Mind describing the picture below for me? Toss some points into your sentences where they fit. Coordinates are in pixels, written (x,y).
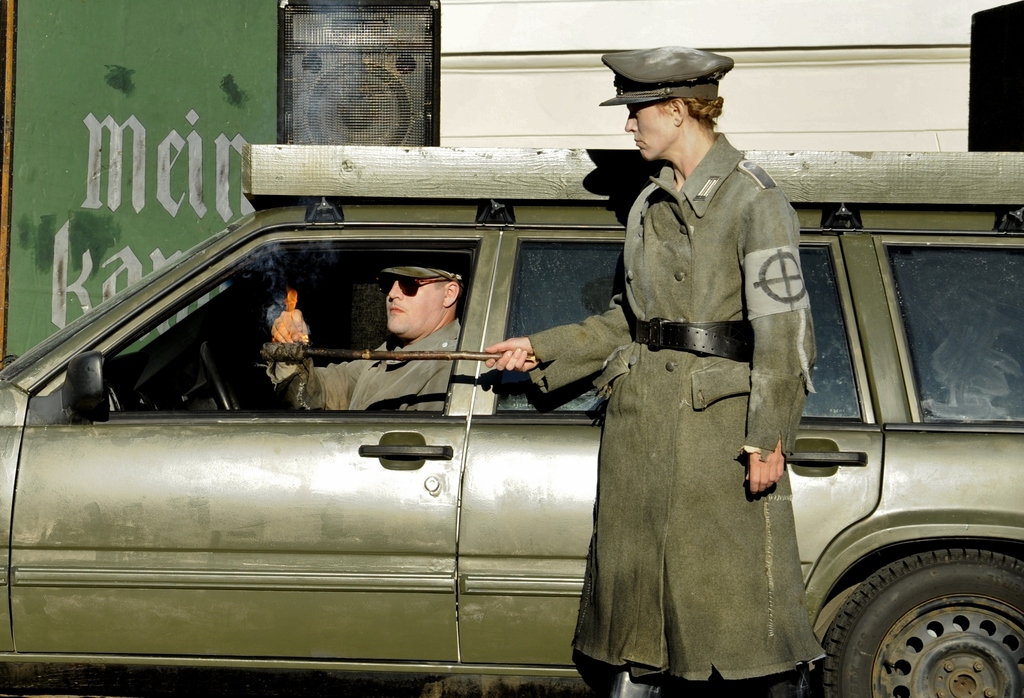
In this picture we can see a person (715,243) wearing a cap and holding a stick (319,356) in the hand (491,364). We can see a man (280,331) sitting in the car (373,318). We can see other objects (998,148) and some text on an object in the background (613,47).
